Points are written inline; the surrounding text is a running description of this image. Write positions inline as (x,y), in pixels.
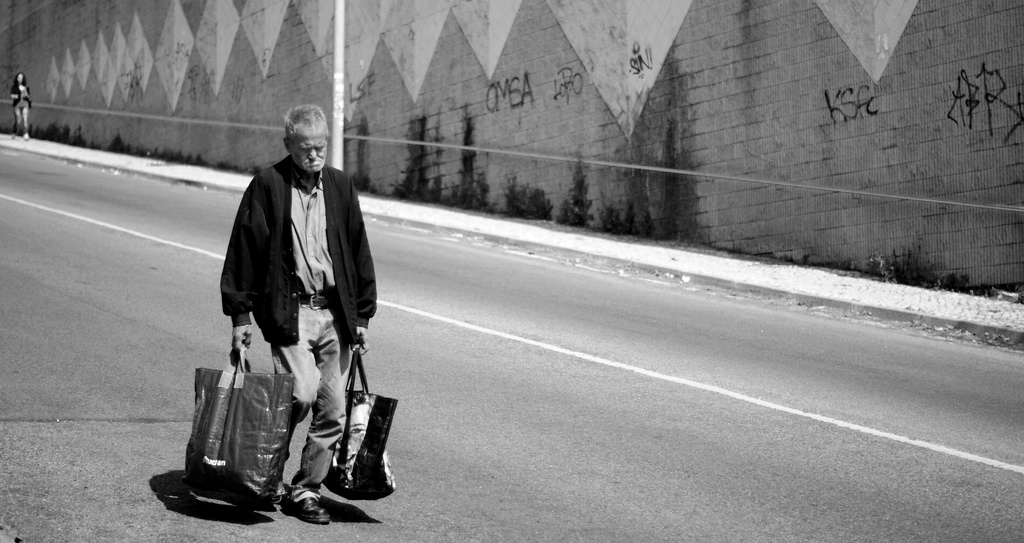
In this picture I can see a man (301,189) in front (311,163), who is standing and he is holding bags (286,383) and he is on the road (196,261). In the background (44,34) I can see the wall (469,74), on which there is something written and I can see a pole (334,131) in the center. On the top left of this image (13,78) I can see a person (21,102) and I see that this is a black and white image.
